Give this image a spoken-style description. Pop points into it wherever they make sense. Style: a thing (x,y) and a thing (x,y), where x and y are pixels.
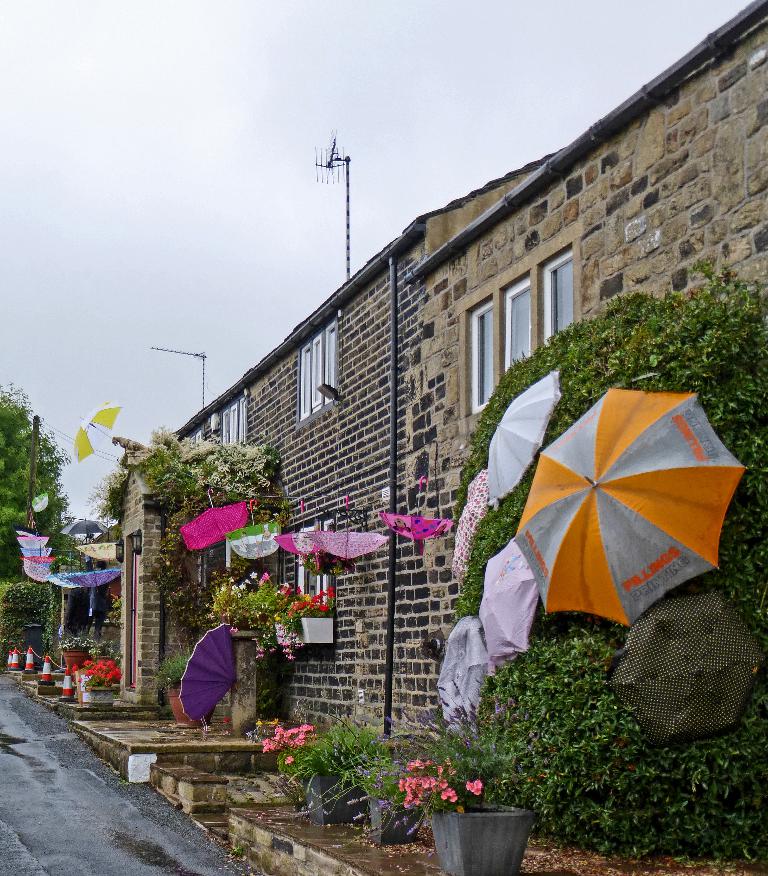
In this image, we can see the wall (445,324) with some windows (329,374) and a few objects (334,398) attached to it. We can also see some trees (593,703), umbrellas (581,553), plants (330,755) in pots (515,826), poles (390,692). We can also see the ground (82,771) with some objects (134,765). We can also see the sky (164,256).
